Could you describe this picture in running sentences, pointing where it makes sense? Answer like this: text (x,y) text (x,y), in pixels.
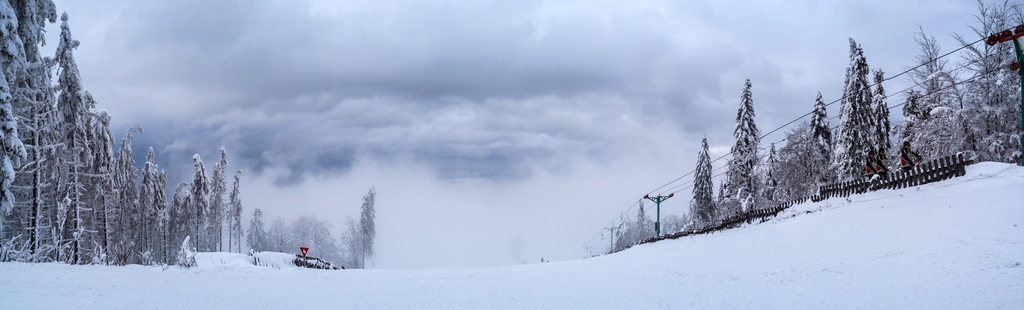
In this image I can see the snow (549,286), few persons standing on the snow (949,185), the railing (858,180), few green colored poles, few wires (634,208) and few trees (793,186). In the background (291,158) I can see the sky (453,81).
